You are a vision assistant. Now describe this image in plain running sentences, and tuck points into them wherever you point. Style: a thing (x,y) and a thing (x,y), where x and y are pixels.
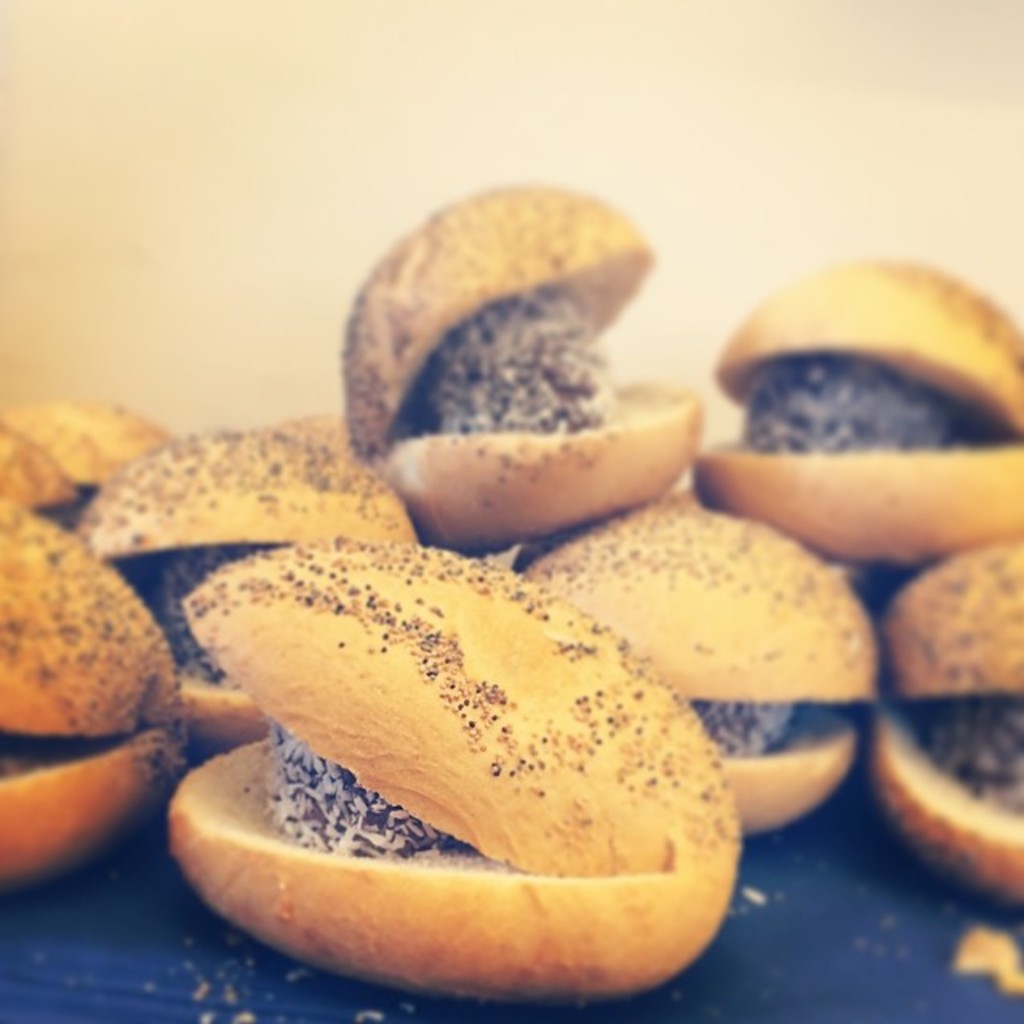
In this picture we can see food (365,880) on the blue surface (848,934). In the background of the image (519,181) it is cream in color.
